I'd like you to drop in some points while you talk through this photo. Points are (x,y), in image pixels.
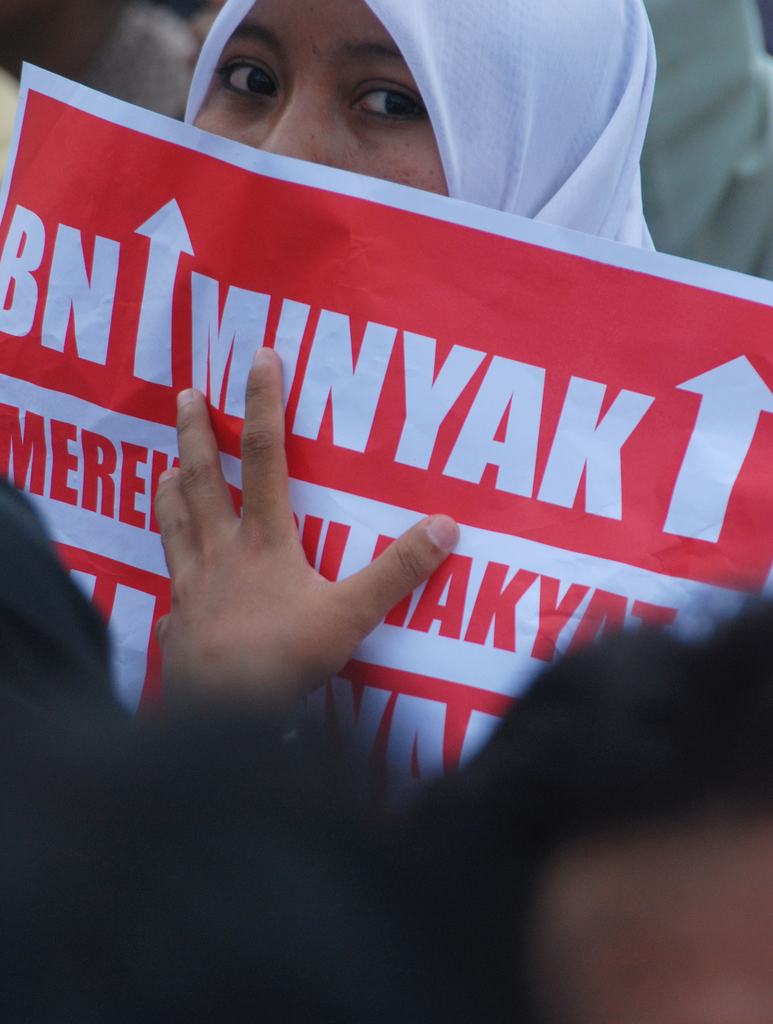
In this image I can see a person (517,99) and holding paper (487,400) which is in red and white color and something is written on it.
